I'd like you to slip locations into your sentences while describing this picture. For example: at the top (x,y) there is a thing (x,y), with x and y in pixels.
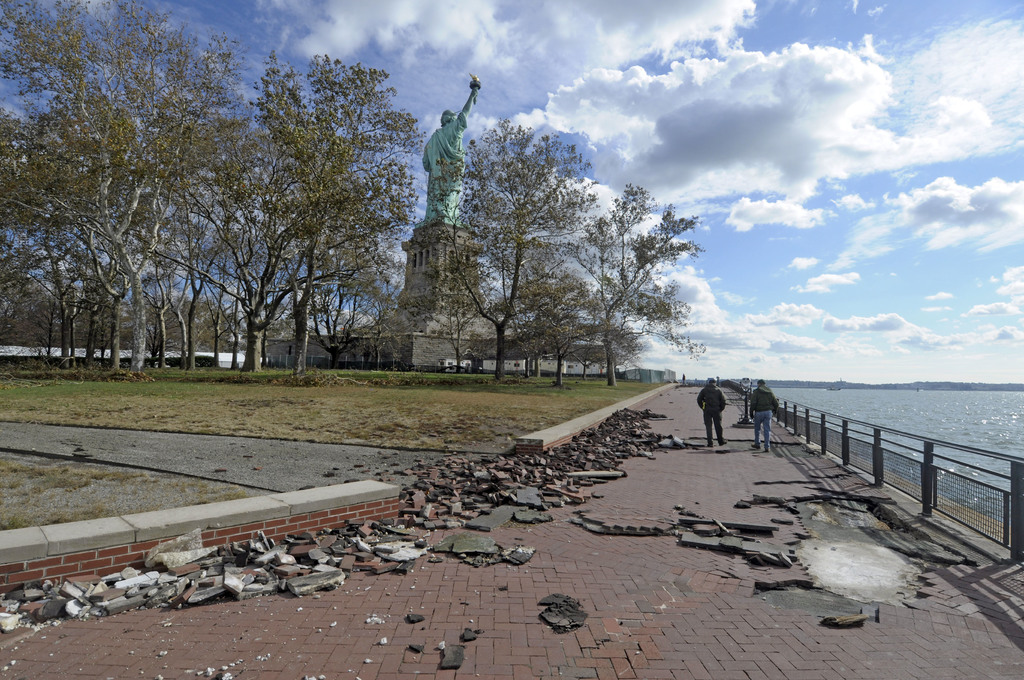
In this image we can see two persons (771,415), ground (357,447), grass (368,395), plants (328,383), trees (346,333), statue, road (654,558), tiles (478,568), fence (864,443), water (1003,427), and buildings (603,369). In the background (1021,109) there is sky (867,62) with clouds (1016,126).
